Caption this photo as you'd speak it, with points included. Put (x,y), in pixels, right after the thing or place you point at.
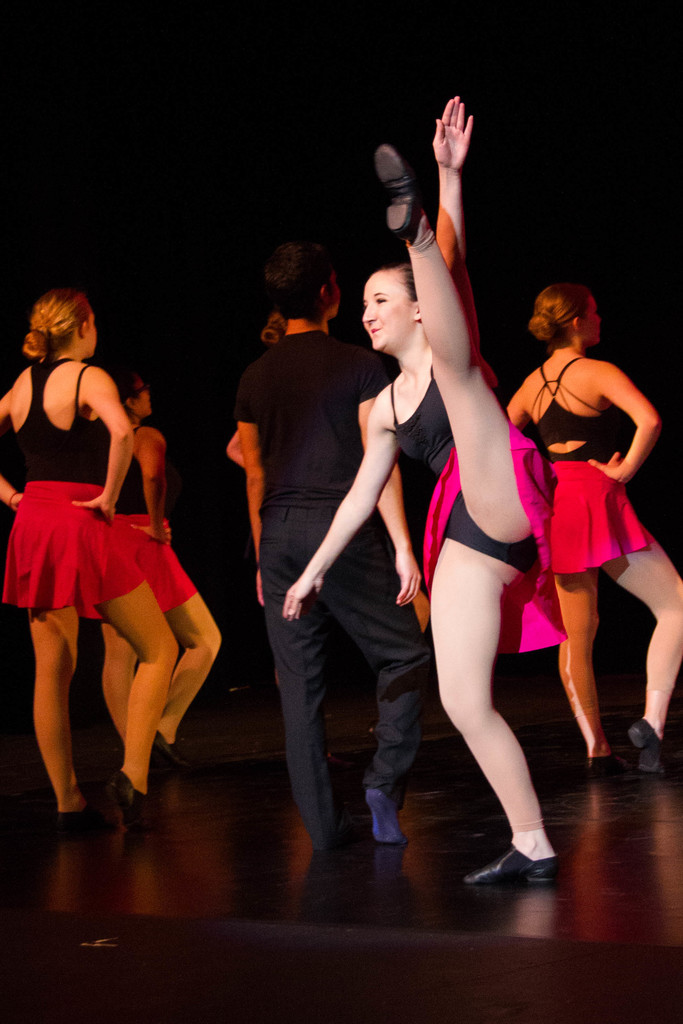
There are some people (332,476) dancing on the stage (177,820). In the background (325,121) it is black.
